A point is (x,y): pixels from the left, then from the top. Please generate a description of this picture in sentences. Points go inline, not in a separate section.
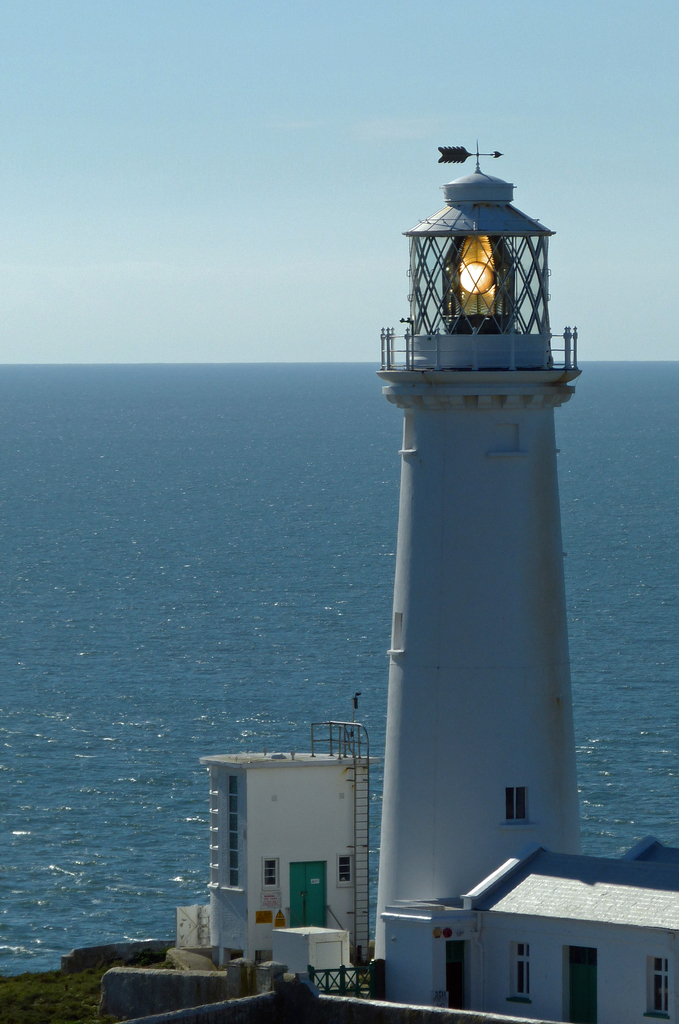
In this image I can see a white color light house (467,393). I can see buildings (285,890), windows (271,869), ladder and water (248,622). The sky (245,143) is in white and blue color.
